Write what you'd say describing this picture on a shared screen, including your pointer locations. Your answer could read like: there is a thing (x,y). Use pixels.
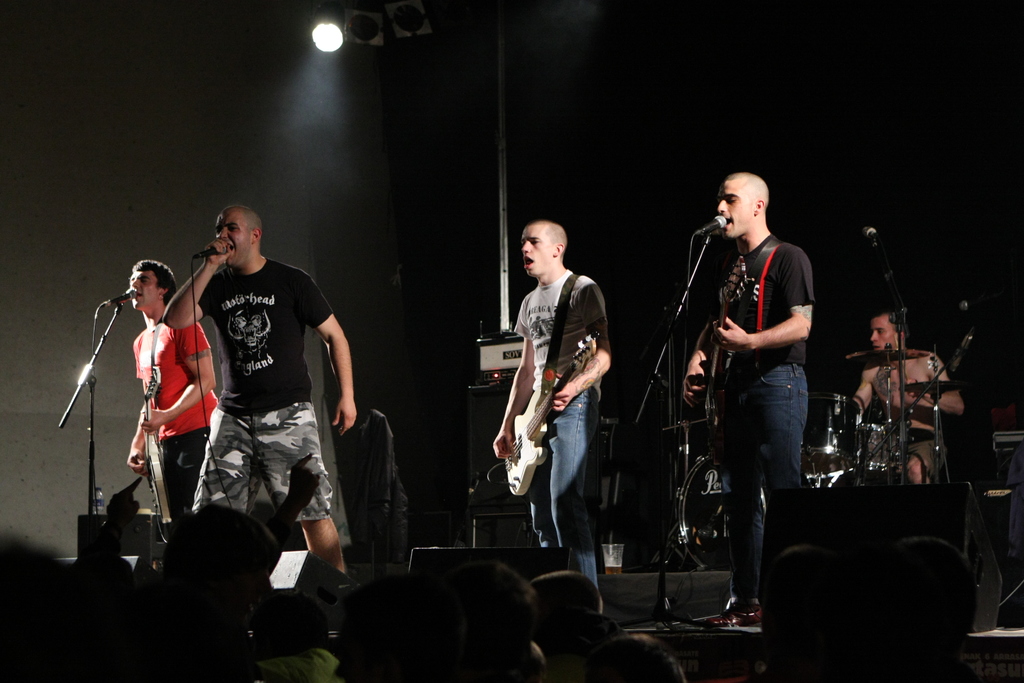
This image is clicked in a musical concert where there are five men (144,342) on the stage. Two of them are singing three of them are playing guitar (711,435). And the person (778,426) on the right side (749,431) are playing guitar (718,413) and singing, the person (169,338) on the left side (162,415) is playing guitar (156,385) and singing. There is a light (323,26) on the top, the person (921,358) who is on the right side (896,411) is playing drums (851,436), two of them wore black t-shirt (284,335) one wore white T-shirt (543,361) and the one who is on the left side (189,414) wore Orange color t-shirt (203,426). Some people (956,632) are sitting in the downside.
